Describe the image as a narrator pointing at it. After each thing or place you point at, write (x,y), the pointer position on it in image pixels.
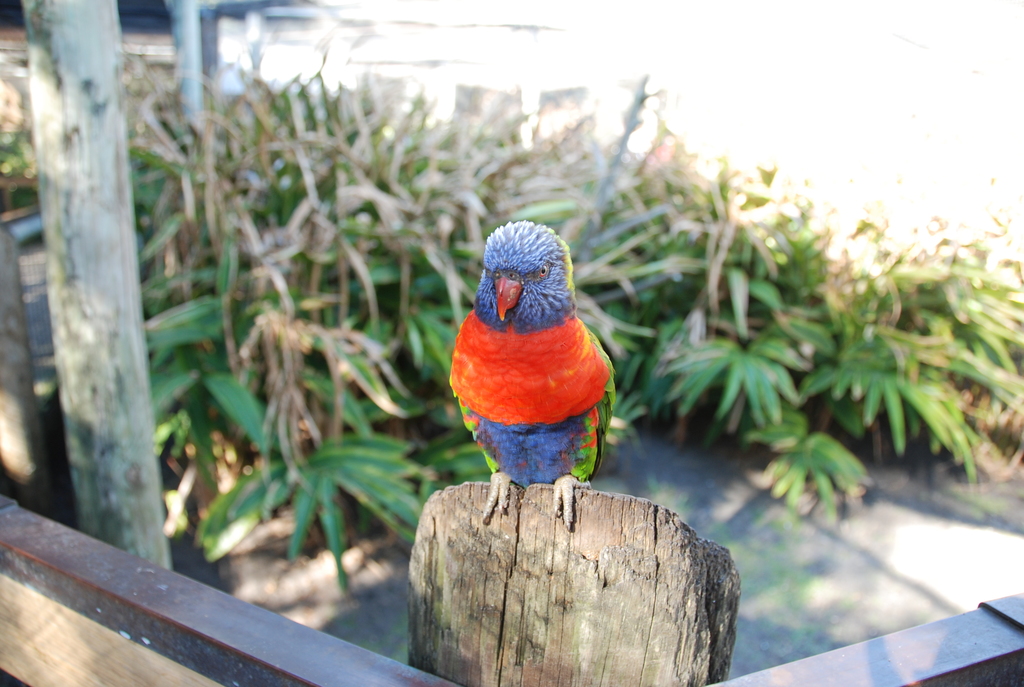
In this image I can see the bird (497,405) which is in red, blue and green color. It is on the wooden object (520,505). To the left (106,264) I can see the pole (94,251) and the plants (401,256). I can see the white background (691,60).
